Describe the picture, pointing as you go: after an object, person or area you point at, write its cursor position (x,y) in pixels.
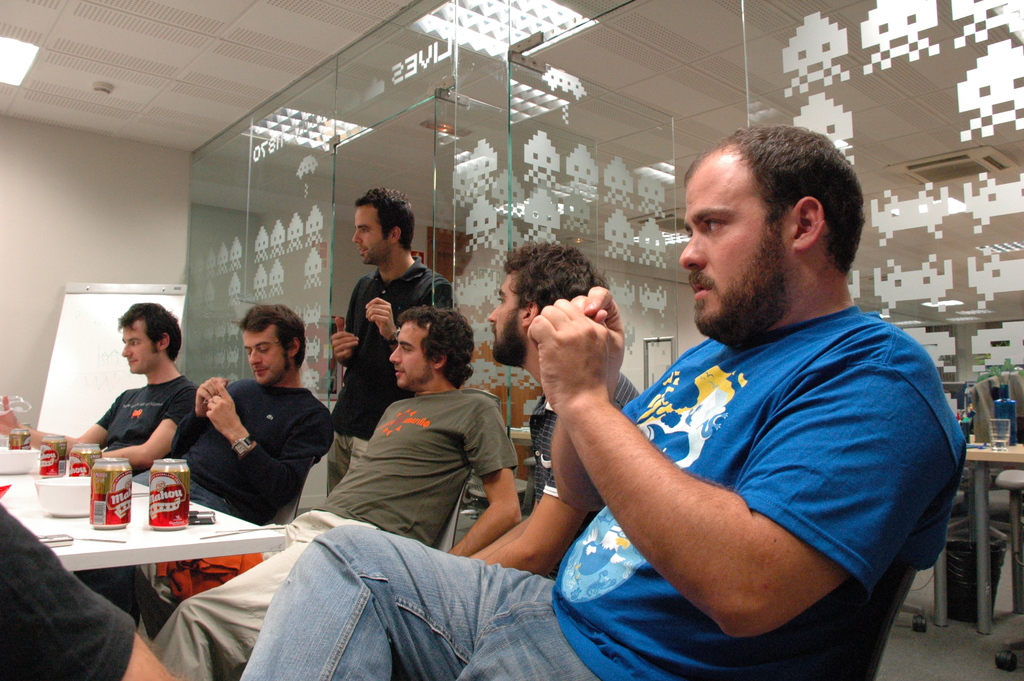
In this picture we can see a group of people (645,518), one person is standing, here we can see a table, on this table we can see beer tin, bowls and in the background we can see a wall (821,84), board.
